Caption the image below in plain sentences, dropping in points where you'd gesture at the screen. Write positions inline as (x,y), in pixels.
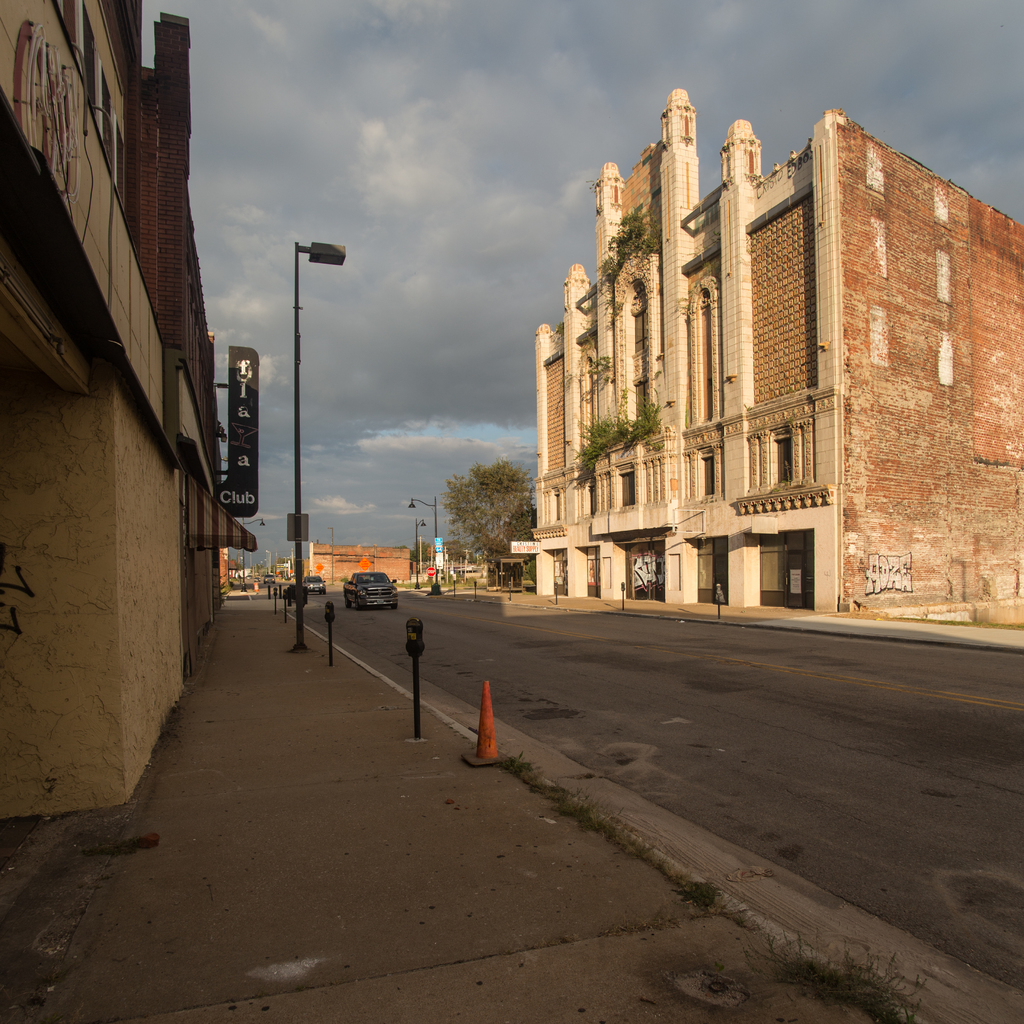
In this picture we can see buildings (784,527) on the right side (811,492) and left side (25,666), there is a car (365,598) traveling on the road (328,596), we can see a pole (298,551) on the left side (298,351), in the background (474,544) we can see a tree (477,531), there is the sky (357,237) at the top of the picture (414,81), we can see a traffic cone (491,735) in the front (485,695).
